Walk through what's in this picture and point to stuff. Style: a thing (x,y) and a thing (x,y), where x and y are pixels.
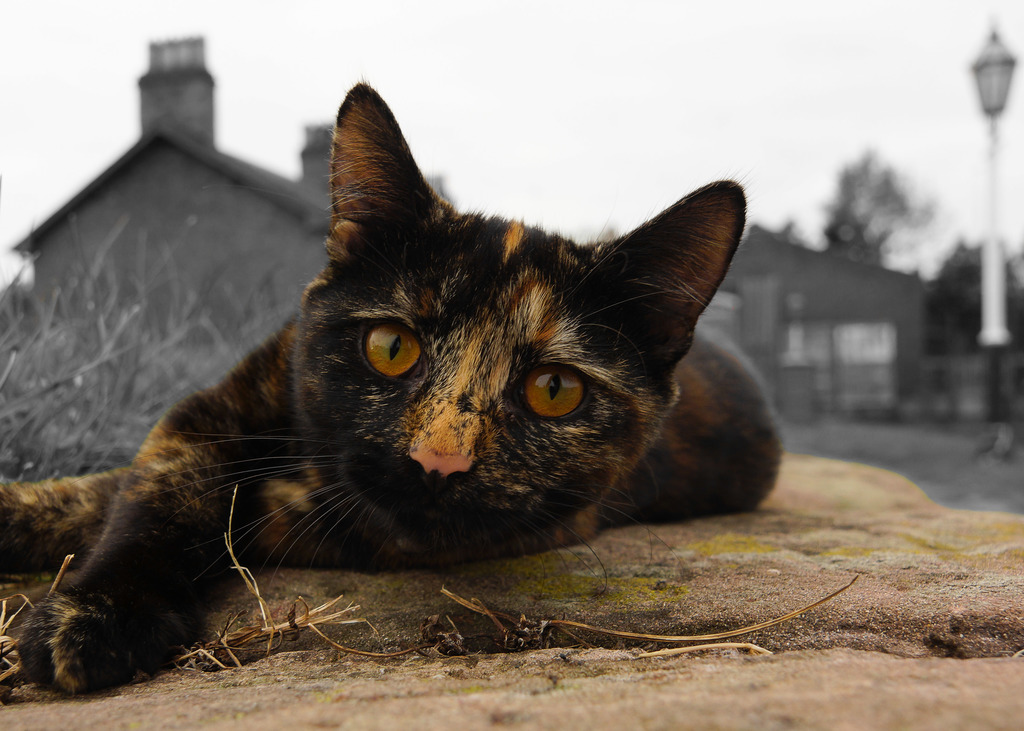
There is a cat (545,347) in black and brown color combination laying on the ground (348,581) on which, there are small dry sticks (229,626). In the background (166,367), there are dry plants (71,332), there are buildings (191,122), a pole (998,108) which is having a light (984,82) and there is sky (259,4).
